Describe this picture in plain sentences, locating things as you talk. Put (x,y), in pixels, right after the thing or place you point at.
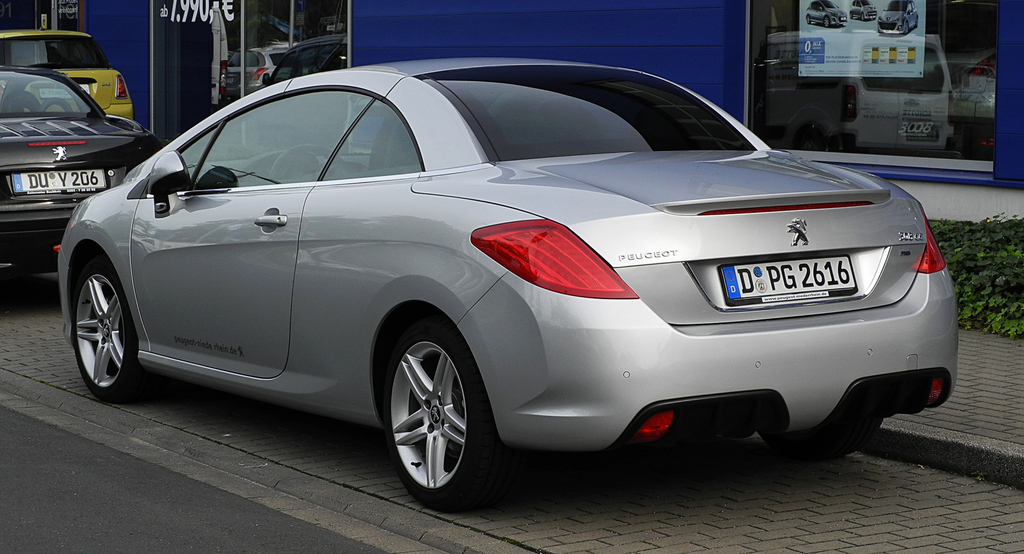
In this picture I can see there is a car (672,140) parked here and it is having a door (170,234), window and a windshield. It is in silver color and parked at one side of the road (869,529). There is another car (20,106) in front of it, it is in black color and there is a building (300,72) in the backdrop (292,42), it has doors (269,29), windows (292,42) and plants (1015,265).
